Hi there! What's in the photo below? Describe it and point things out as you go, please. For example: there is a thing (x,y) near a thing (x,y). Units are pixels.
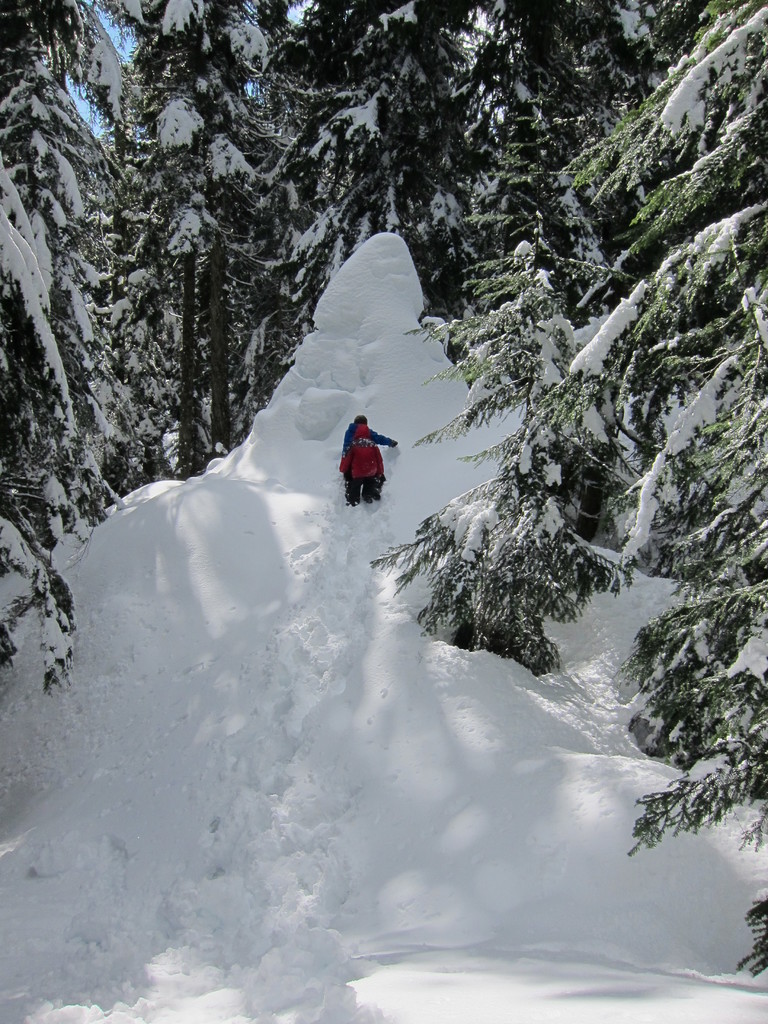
In this image I can see a huge mountain of snow (241,617) which is white in color and two persons (373,431) wearing black and red colored dresses (366,437) are climbing it. I can see few trees (649,333), some snow (217,161) on the trees (152,128) and the sky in the background (163,79).
